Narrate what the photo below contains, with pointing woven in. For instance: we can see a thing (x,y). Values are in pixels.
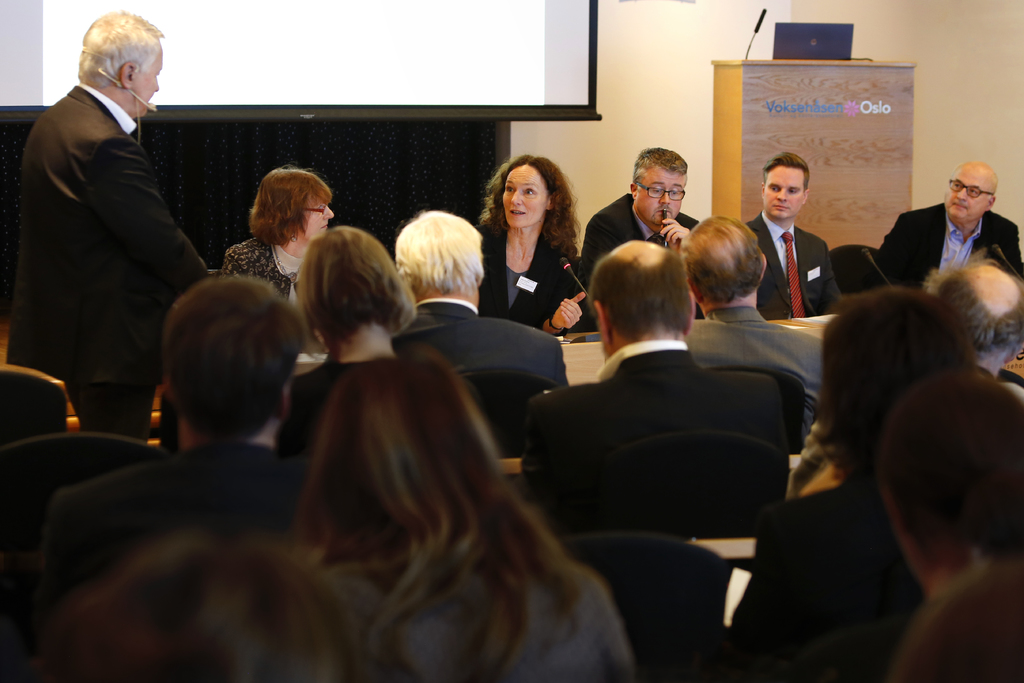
In this image we can see people (648,171) are sitting on the chairs (785,494). There is a man (118,294) standing on the floor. Here we can see a table (601,353) and a mike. In the background (424,4) we can see a screen (341,78), podium (744,149), mic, laptop (817,49), and wall (697,160).
